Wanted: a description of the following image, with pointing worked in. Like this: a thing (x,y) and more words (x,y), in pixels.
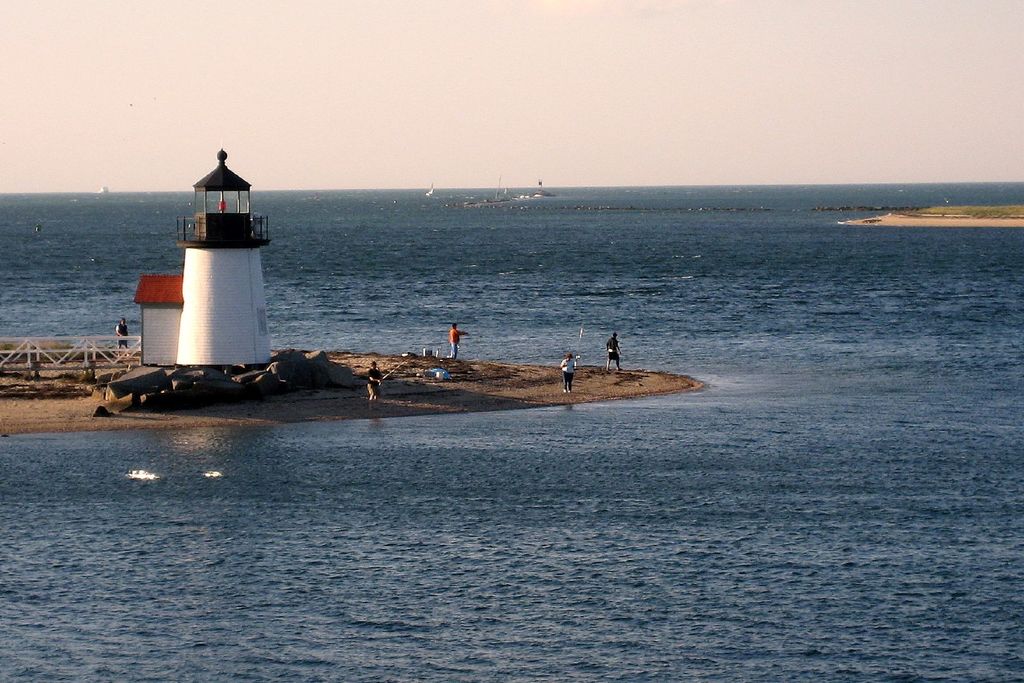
In this image we can see these people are on the ground (480,381). Here we can see the Lighthouse (249,360), fence (35,360), we can see the water (656,281) and the plain sky (427,155) in the background (476,88).
